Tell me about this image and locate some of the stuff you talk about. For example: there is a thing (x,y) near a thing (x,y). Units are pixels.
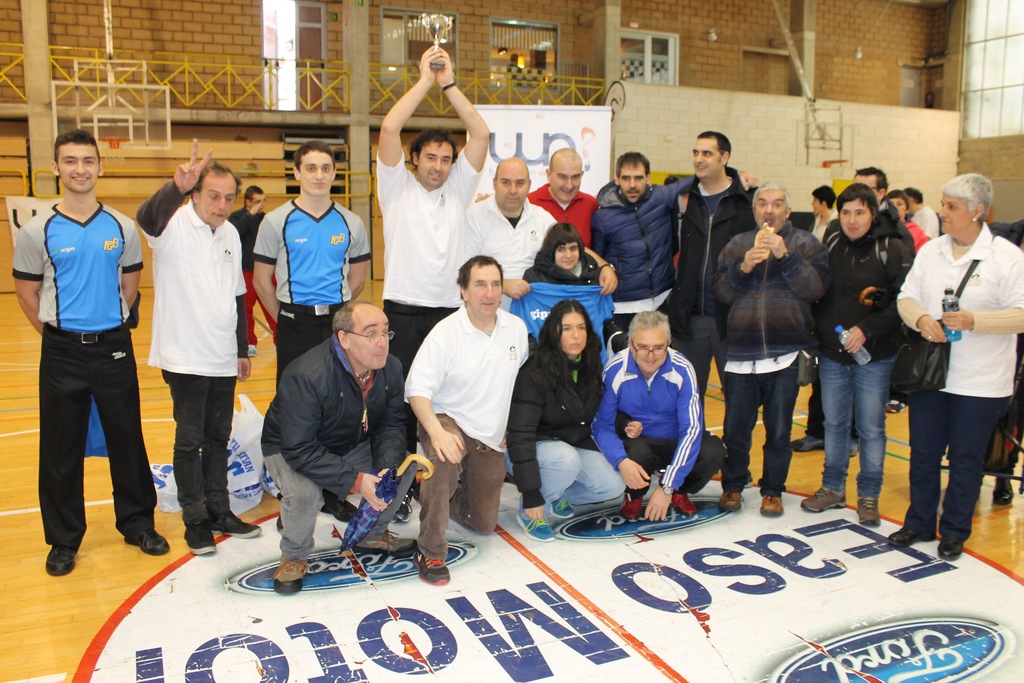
In this picture we can see some people (686,308) standing, in the background (694,71) there is a wall (569,32), we can see windows (658,67) here, this man (359,445) is holding an umbrella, a person (956,395) on the right side (961,363) is carrying a bag (925,361).
